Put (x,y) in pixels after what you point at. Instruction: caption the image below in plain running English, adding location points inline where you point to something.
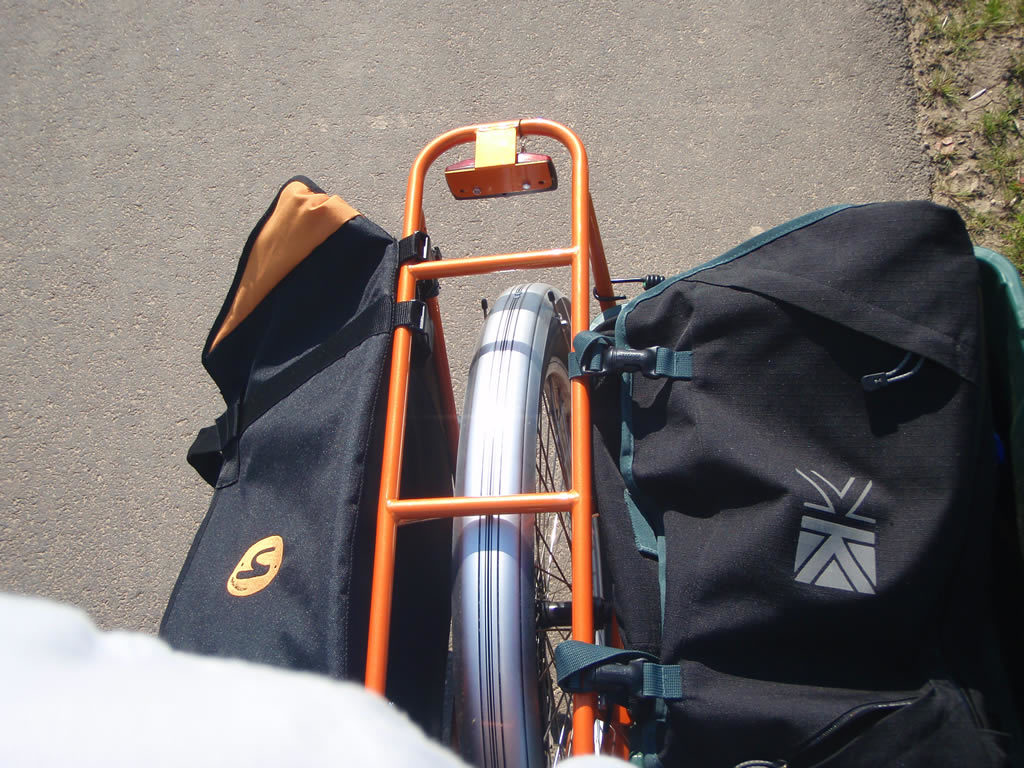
In this picture we can see two bags (909,274) on a bicycle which is on the road (669,91).
